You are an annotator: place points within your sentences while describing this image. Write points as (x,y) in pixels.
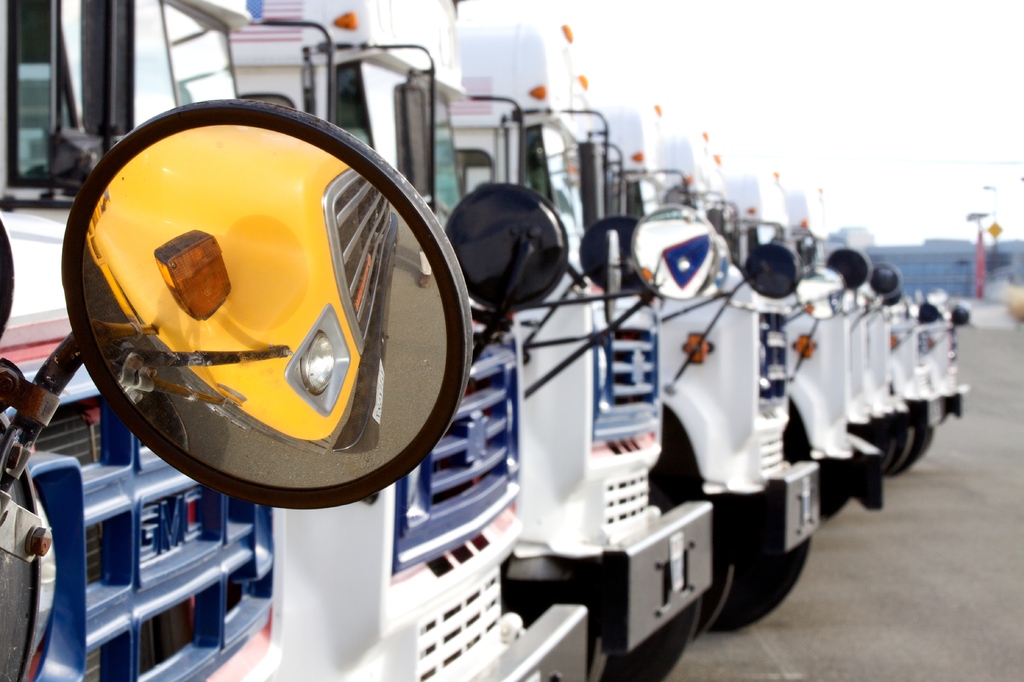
Here in this picture we can see number of buses (406,230) with side mirrors (469,259) present on the ground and in the far we can see buildings (1022,257) in blurry manner.
